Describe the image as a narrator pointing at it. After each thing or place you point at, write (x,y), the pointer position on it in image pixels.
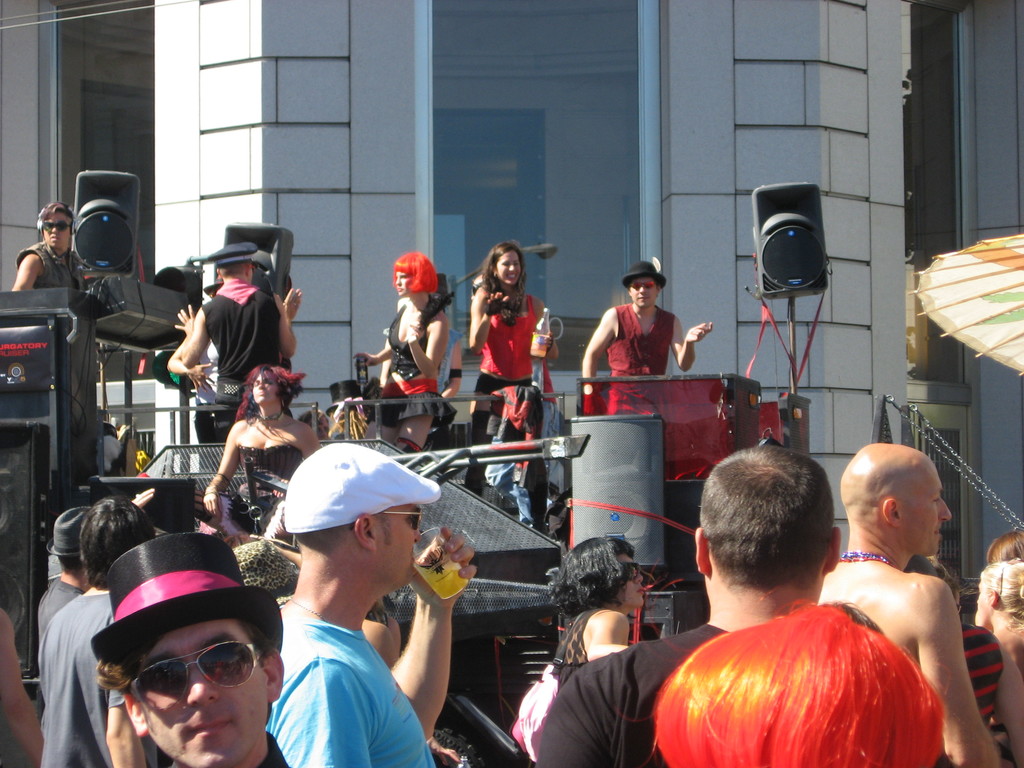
In the foreground (448,474) I can see a group of people (374,583) on the road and are holding some objects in their hand (445,607) and also I can see musical instruments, speakers (18,519), tables (18,304) and some objects (779,438). In the background (866,387), I can see a building (442,199), door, umbrella hut (972,311) and window (546,235). This image is taken may be during a day.
